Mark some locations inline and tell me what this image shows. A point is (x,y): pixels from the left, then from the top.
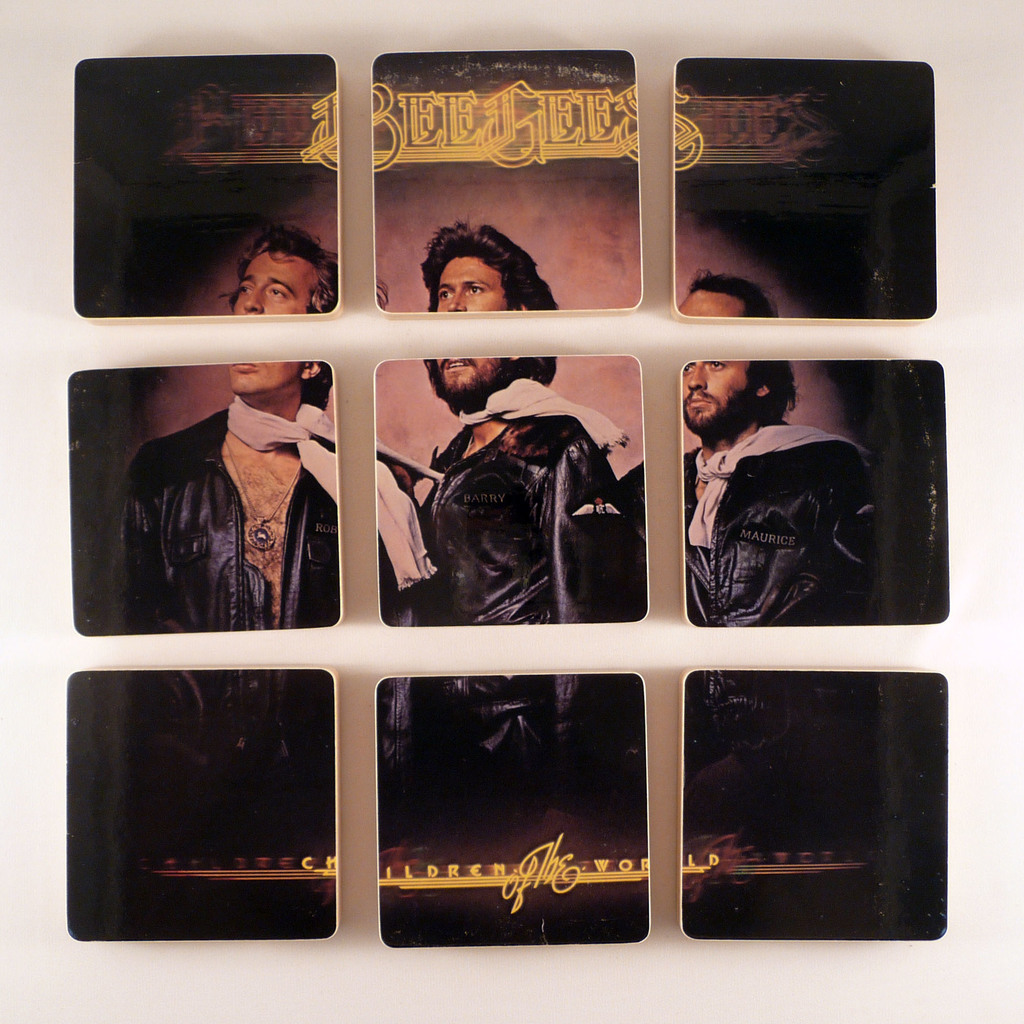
This image consists of tiles (533,528) with a few images (494,509) of men (452,503) and there is a text (511,125) on it.
